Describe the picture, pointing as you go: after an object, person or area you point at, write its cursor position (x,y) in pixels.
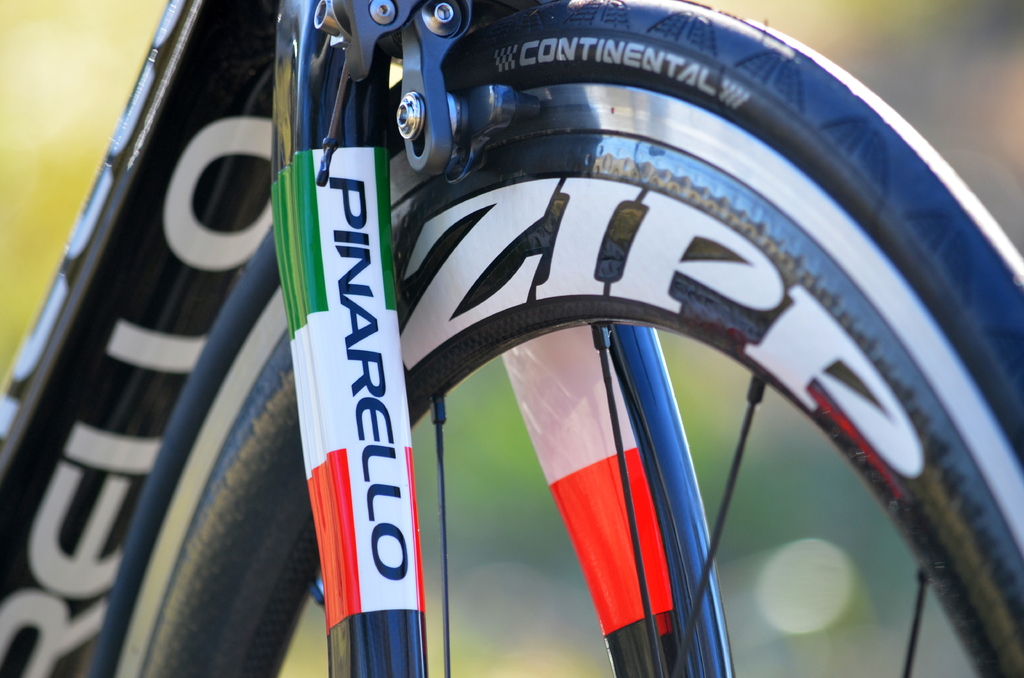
In this picture we can see a part of a vehicle (1010,464) and a few things (856,378). We can see some text (339,185) on it. Background (442,644) is blurry.
